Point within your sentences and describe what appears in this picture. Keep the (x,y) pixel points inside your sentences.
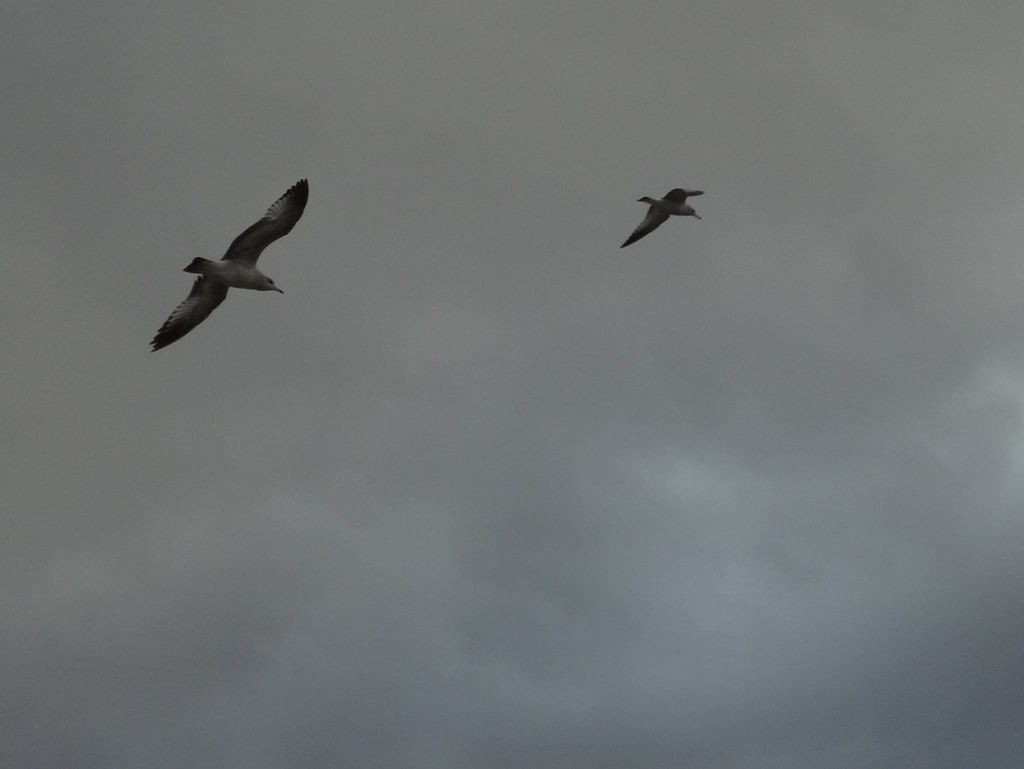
This image consists of two birds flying in the air (335,369). In the background (335,369), we can see the clouds (351,217) in the sky (696,533).
